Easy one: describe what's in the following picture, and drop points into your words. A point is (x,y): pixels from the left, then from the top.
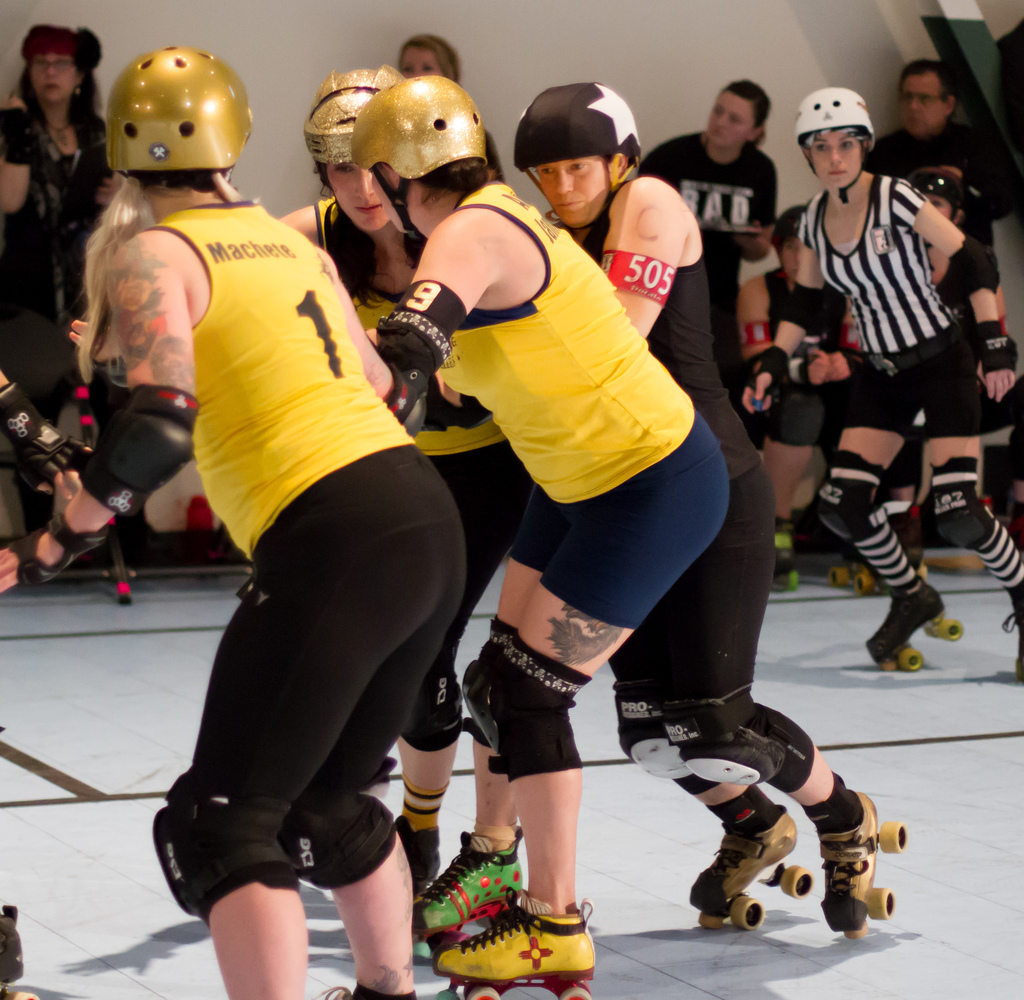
In this picture we can see some people (608,638) wore helmets (380,100) and skating on the ground (113,668). In the background (62,93) we can see some people (972,232) and the wall (536,43).
